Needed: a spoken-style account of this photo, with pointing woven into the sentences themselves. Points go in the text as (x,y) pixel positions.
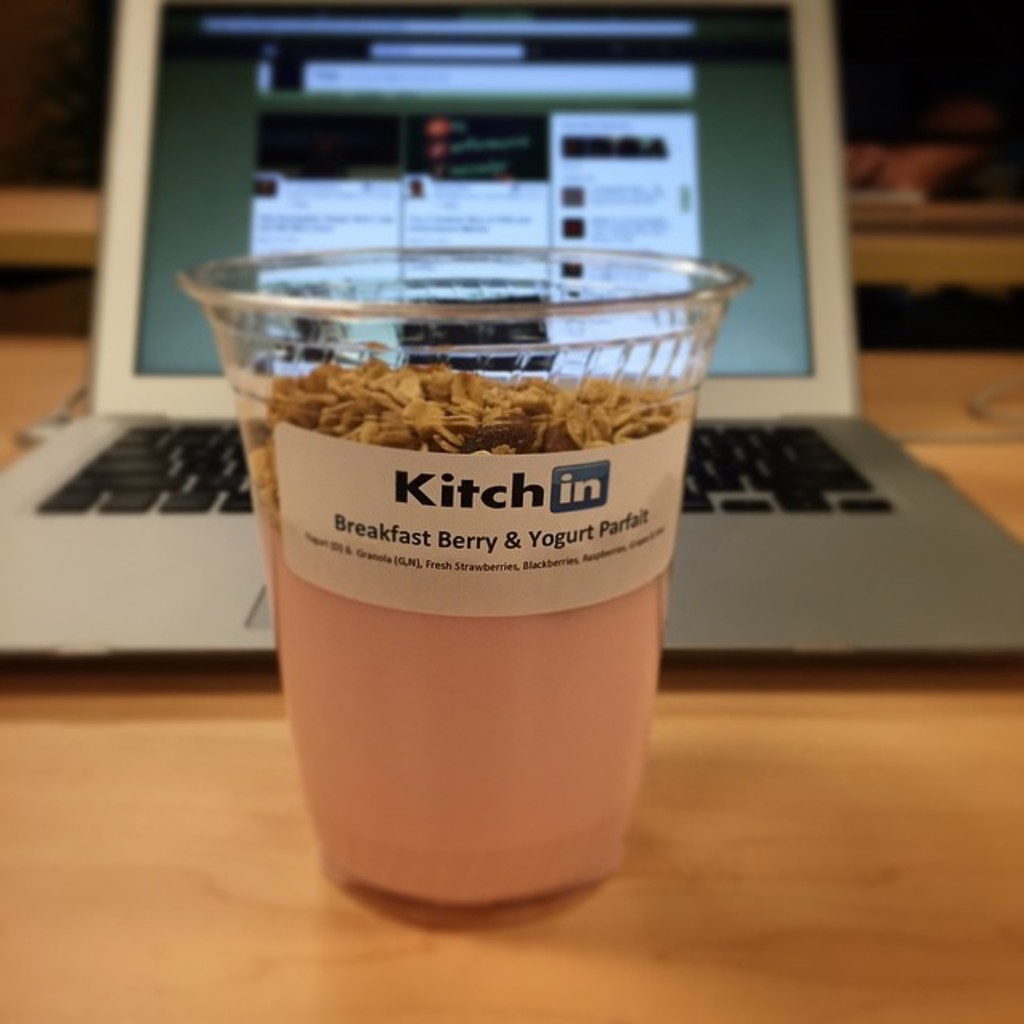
In this image we can see a disposable tumbler (471,490) with smoothie (522,775) in it and a laptop (93,507) are placed on the wooden surface (879,858).
